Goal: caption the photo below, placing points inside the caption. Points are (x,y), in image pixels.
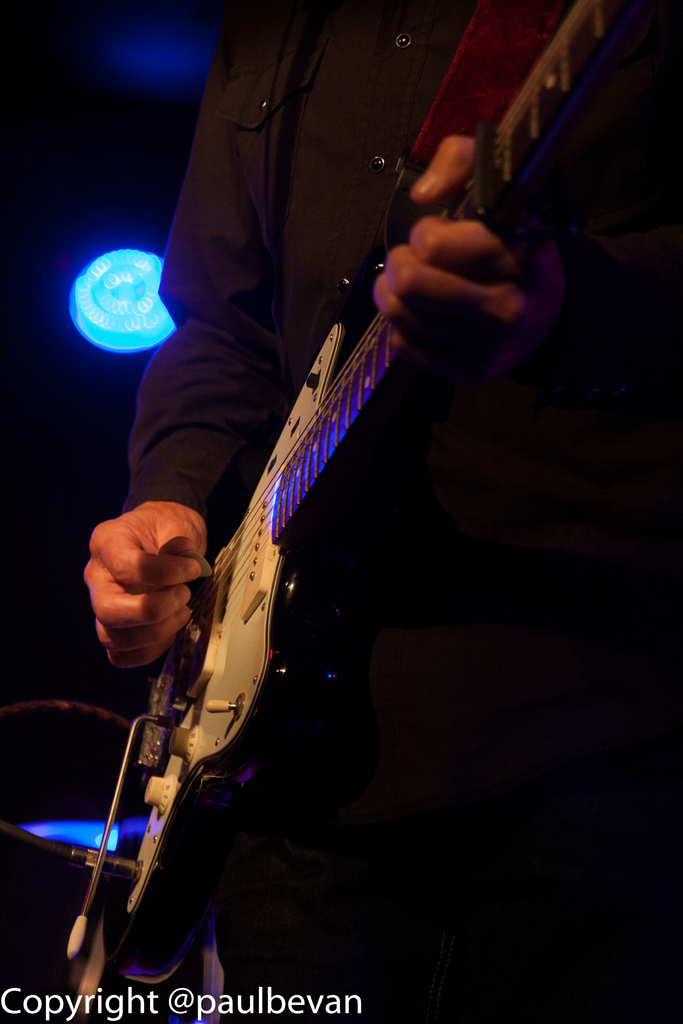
In the image there is a man (174,600) playing guitar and on ceiling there is light (127,307).
